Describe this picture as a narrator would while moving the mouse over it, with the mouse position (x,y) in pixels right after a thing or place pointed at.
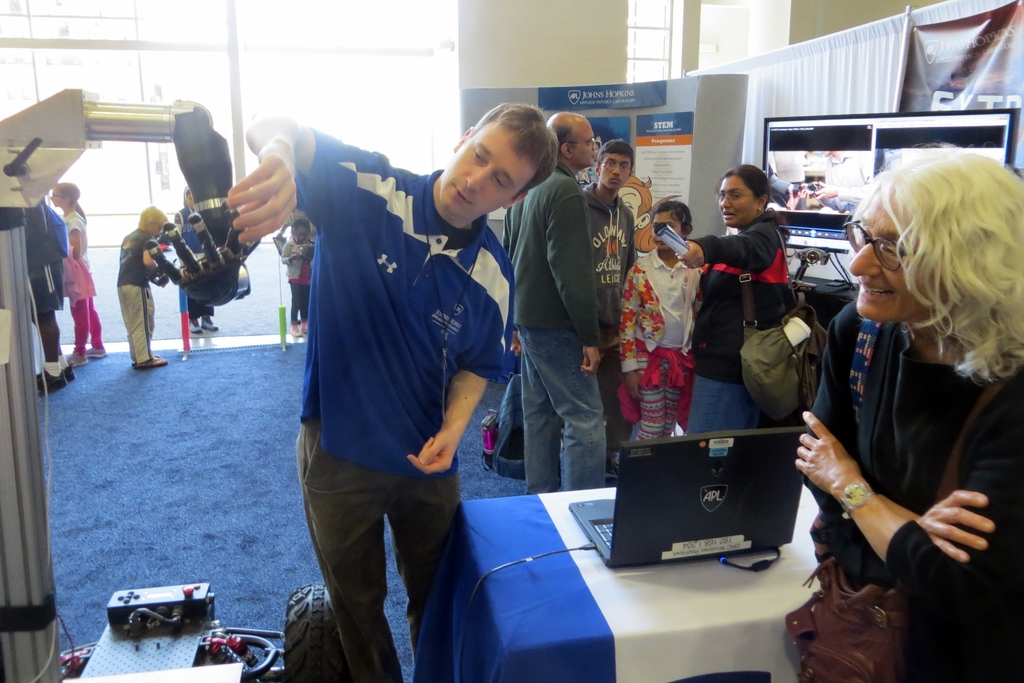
In this image we can see a group of persons (442,354). In the foreground (415,334) we can see a person (323,261) holding the hand (202,267) of a robot (204,150). Beside the person (234,200) we can see a laptop (747,468) on a table (618,594). In the bottom left (118,614) there are few objects (139,629). On the right side (819,219), we can see a curtain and a screen (809,161). On the screen (809,169) we can see some images (803,192). Behind the persons (575,130) we can see a glass wall (242,66) and posters (637,92) with text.
